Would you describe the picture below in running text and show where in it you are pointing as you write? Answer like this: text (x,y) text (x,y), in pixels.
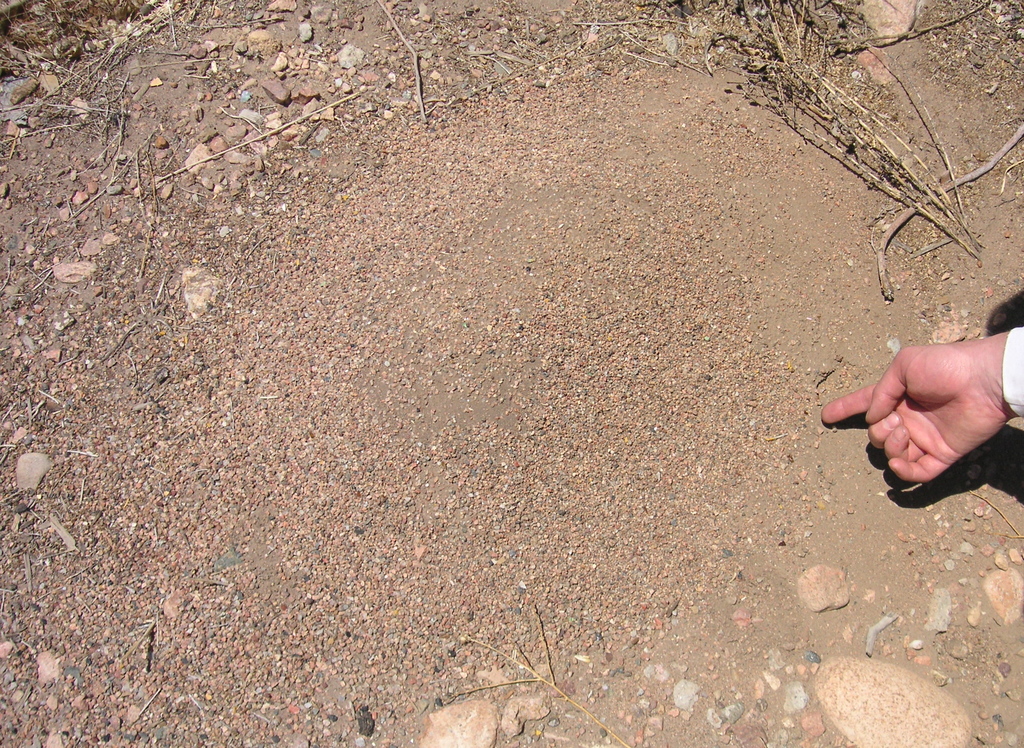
There is a person (1023,372) in white color shirt (1011,375), showing something on the sand surface (459,331) of a ground (821,639). On which, there are stones (930,613) and dry sticks (945,228).
